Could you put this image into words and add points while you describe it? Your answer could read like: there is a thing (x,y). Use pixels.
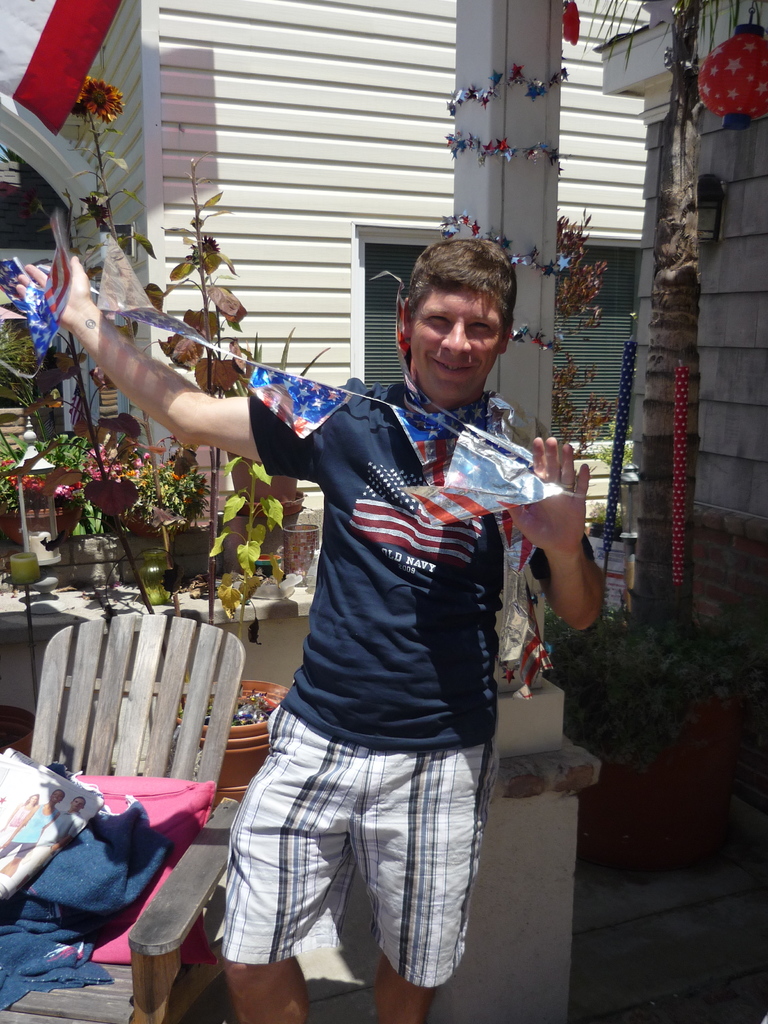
In this image we can see a man (370,551) holding a flags (508,528) in his hands (533,517). In the background (703,417) we can see a building (350,188), plants (172,494), chairs (166,670) and pillow (190,802) in it.
